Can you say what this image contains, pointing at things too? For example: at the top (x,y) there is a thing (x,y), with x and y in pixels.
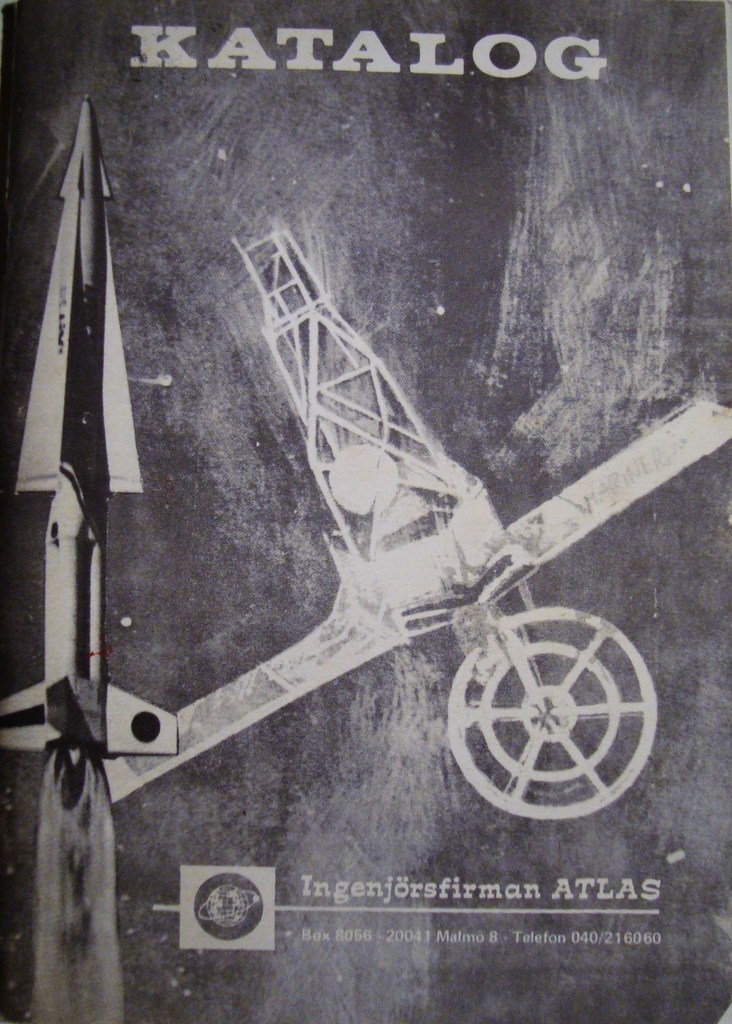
This is a black and white poster. ''Katalog'' is written on the top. There are a rocket (92,187) and a space probe (480,676).
